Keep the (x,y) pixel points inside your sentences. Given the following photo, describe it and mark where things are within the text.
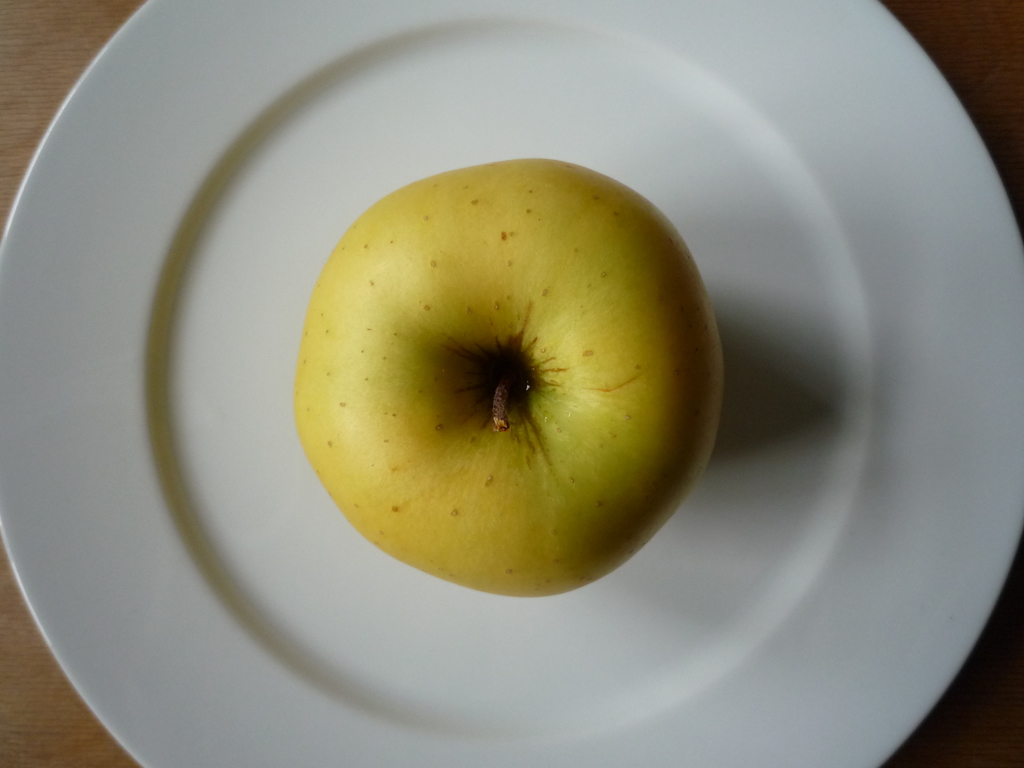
In this image there is a fruit (459,414) on the plate (191,397).
